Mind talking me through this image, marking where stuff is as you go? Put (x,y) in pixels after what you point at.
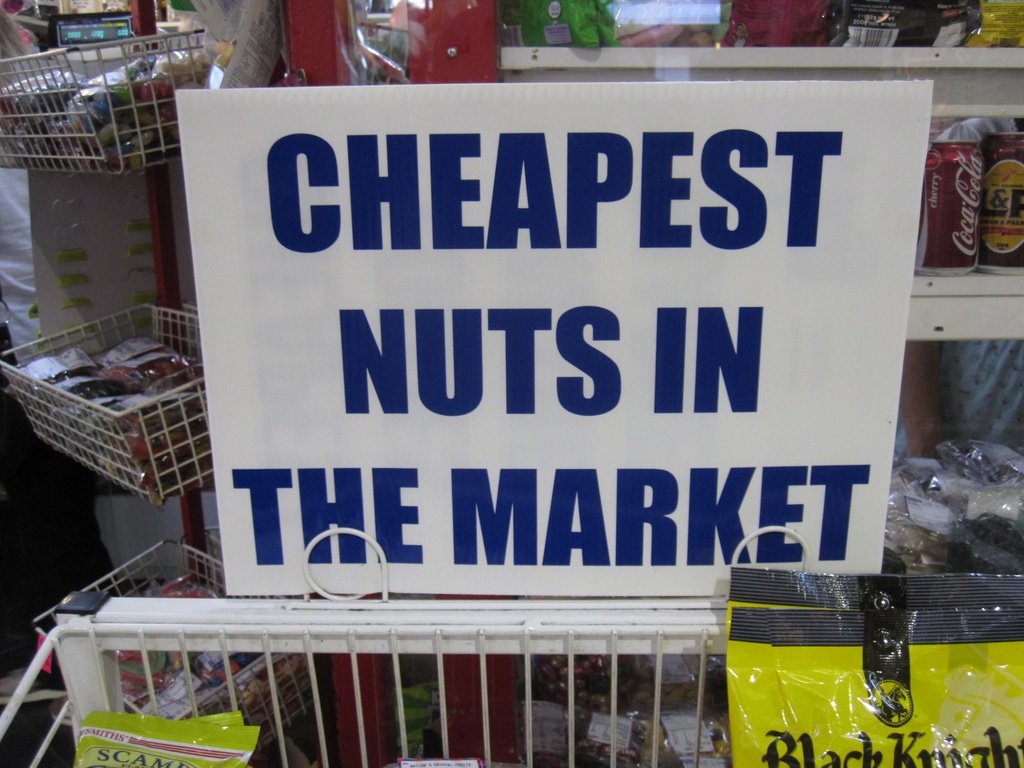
In this picture I can see a board (547,316) with some text (510,409) and I can see few items (965,257) in the shelves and few items (128,138) in the baskets (86,425), looks like a store (185,440).
